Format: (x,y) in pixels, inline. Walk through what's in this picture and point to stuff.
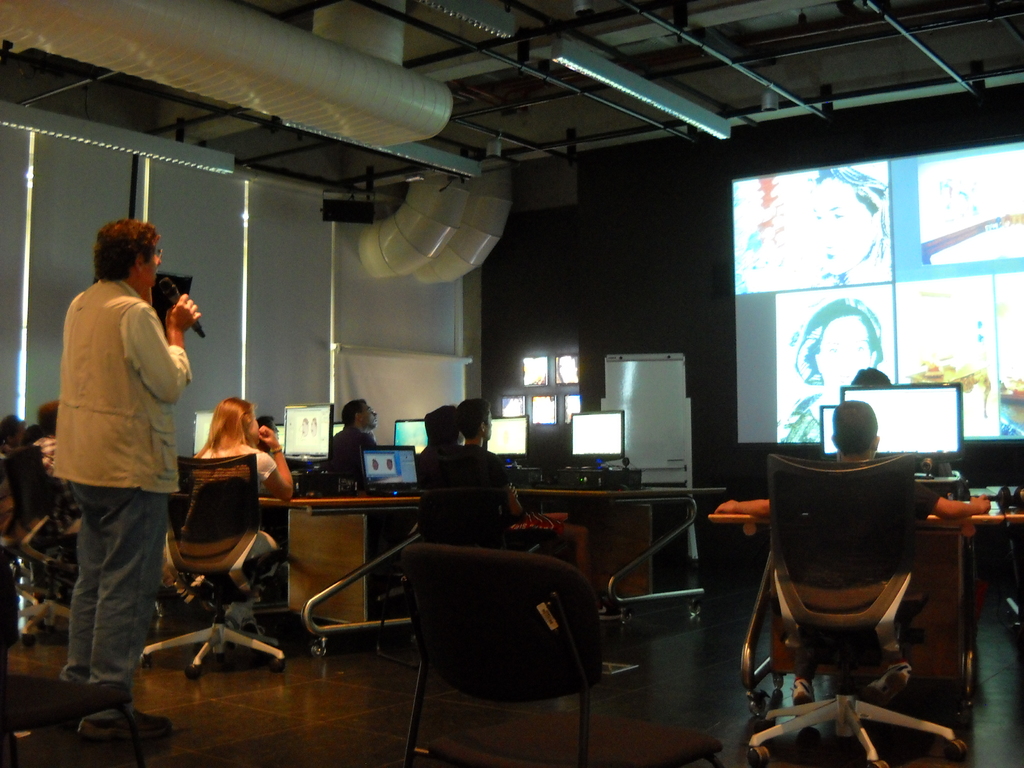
In this picture we can see in front (133,269) person (126,401) standing holding mic (170,294) in his hand (191,309) and talking and in front of him some more people (492,465) sitting on chair (853,508) and in front of them we have table (373,497) and on table (319,497) we can see monitor (822,416) and in the background (490,313) we can see wall (658,249), screen (735,290), light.
